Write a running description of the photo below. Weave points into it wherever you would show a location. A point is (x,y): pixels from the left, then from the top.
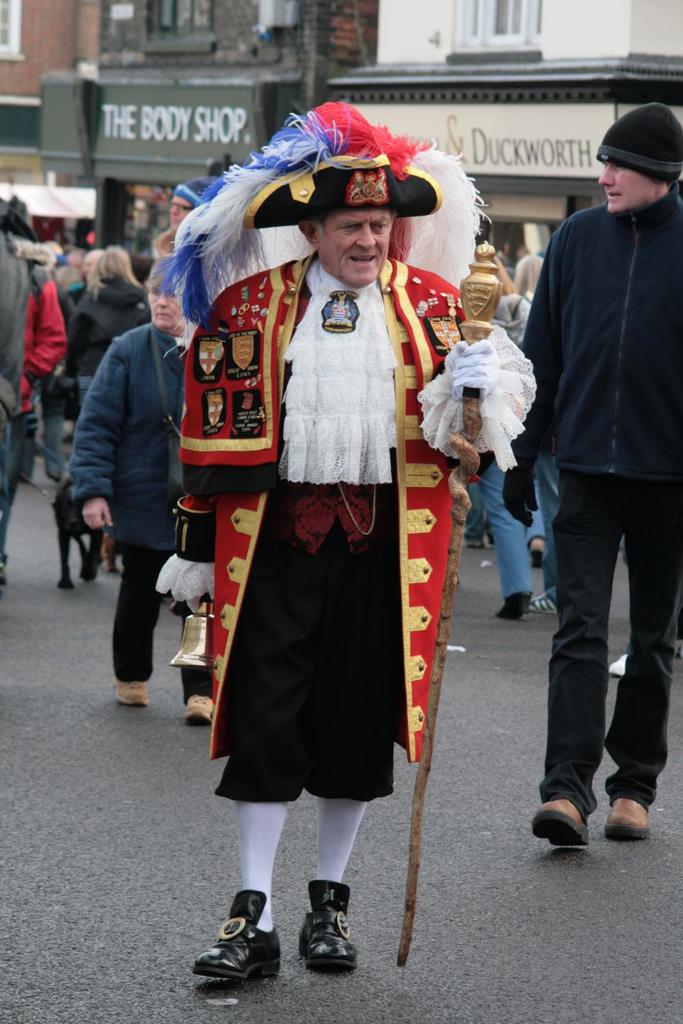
In the center of the image (402,580) there is a person (401,587) standing wearing a red color dress (413,552) and holding a stick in his hand (465,353). In the background of the image (117,462) there are people (146,490) walking on the road (454,614). There are buildings (146,146).
